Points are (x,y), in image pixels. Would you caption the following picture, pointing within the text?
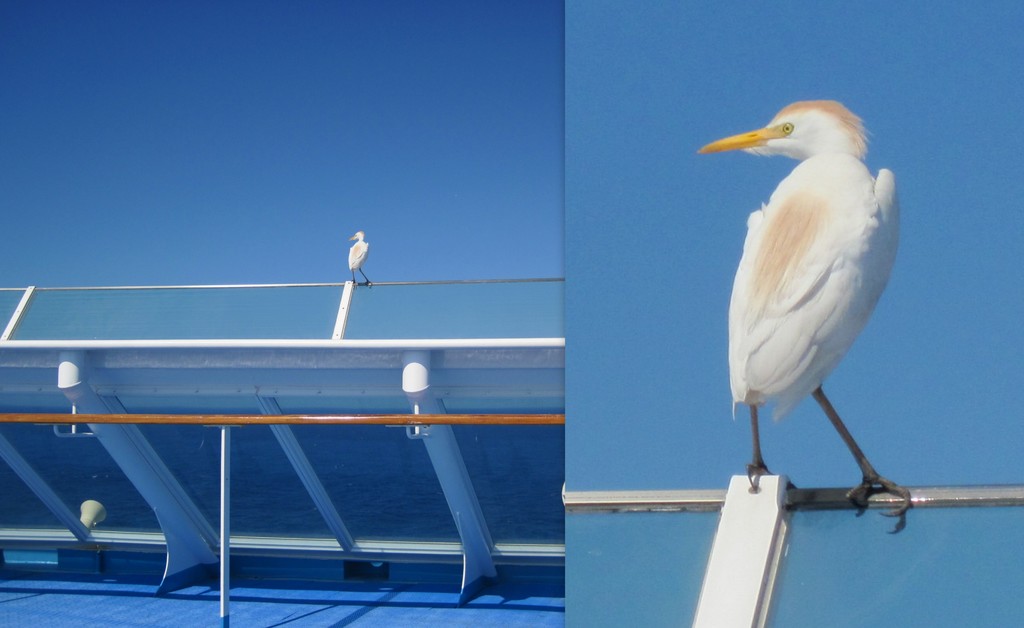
In this image I can see the collage picture and I can see the bird (801,323) on the railing (409,328) and the bird (865,224) is in white and cream color. In the background (549,139) the sky (487,123) is in blue color.
